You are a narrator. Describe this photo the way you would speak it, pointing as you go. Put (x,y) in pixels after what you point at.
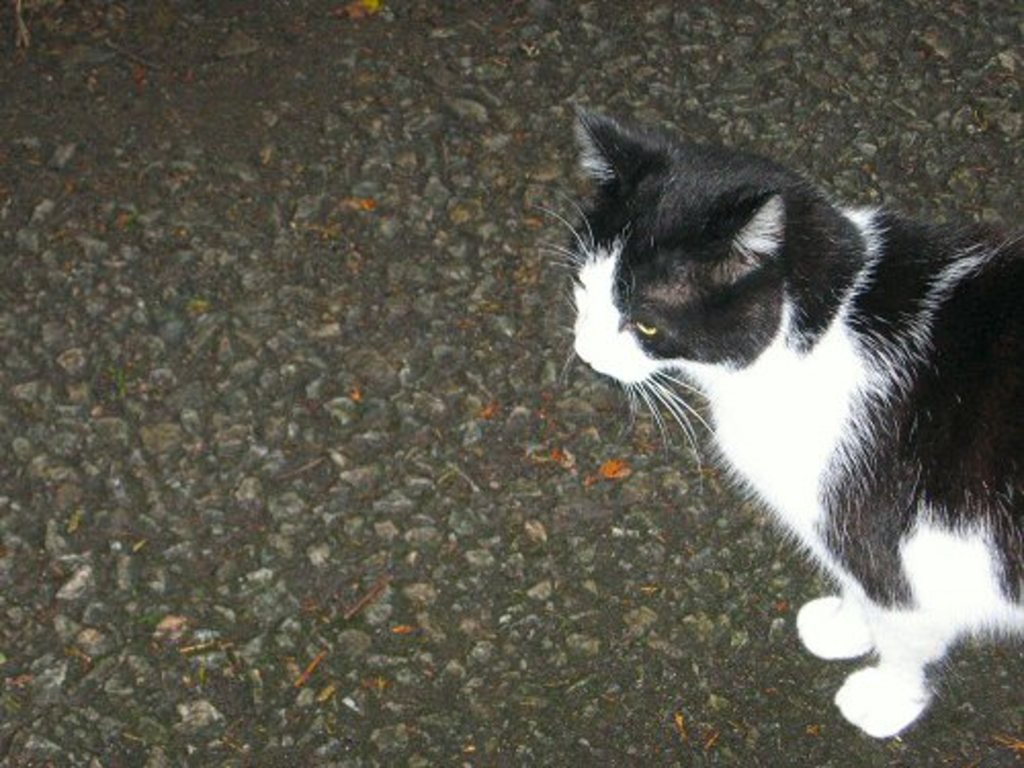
In this image we can see a black and white color cat (888,424) on the black color surface (411,530).
